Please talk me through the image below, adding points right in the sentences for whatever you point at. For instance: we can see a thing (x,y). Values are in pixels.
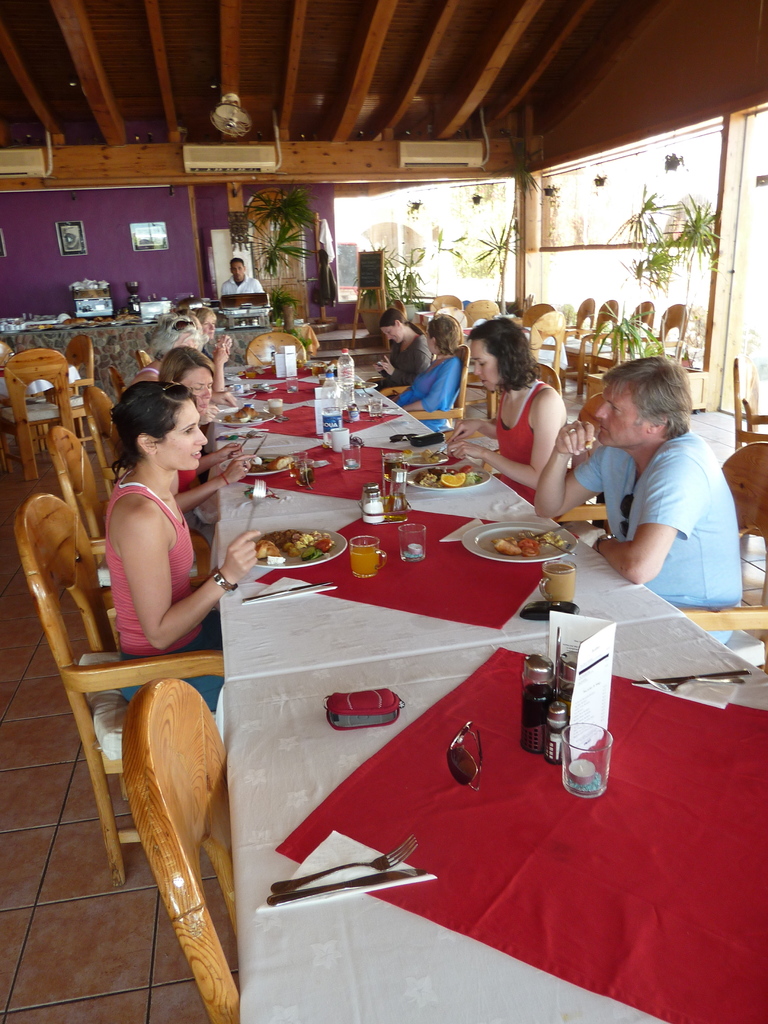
In this image i can see a number of persons (172,381) sitting around the table (317,459), on the table (373,641) there is plates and foodstuffs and glasses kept on the table (392,847) and right side (654,261) i can see a flower pots (661,253) and there are some chairs (582,329) kept on the floor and there is a man (236,267) stand on the middle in front of the table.
